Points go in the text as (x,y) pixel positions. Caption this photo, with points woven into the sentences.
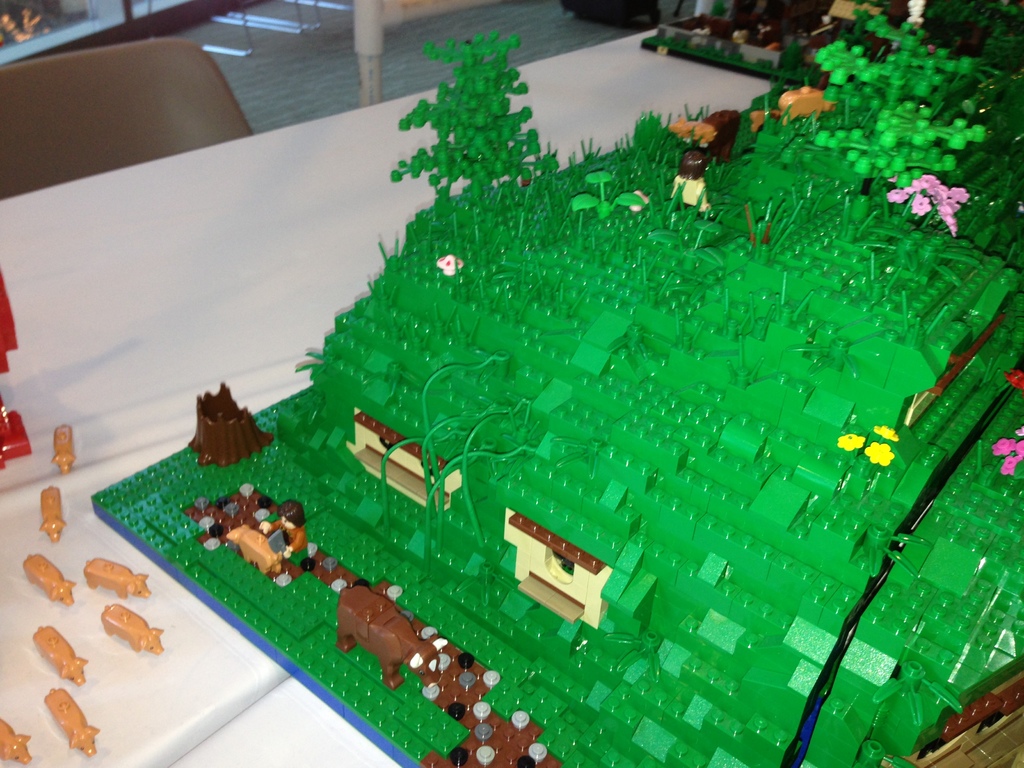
On the white color table (234,225) there is a model (543,307) which is in green color. With trees (888,177), flower (900,196), human (697,194), windows (549,589), cattle (392,635), tree (229,425) etc. To the left bottom (120,568) there are some animal toys (50,570). And we can also see a chair (79,85).
